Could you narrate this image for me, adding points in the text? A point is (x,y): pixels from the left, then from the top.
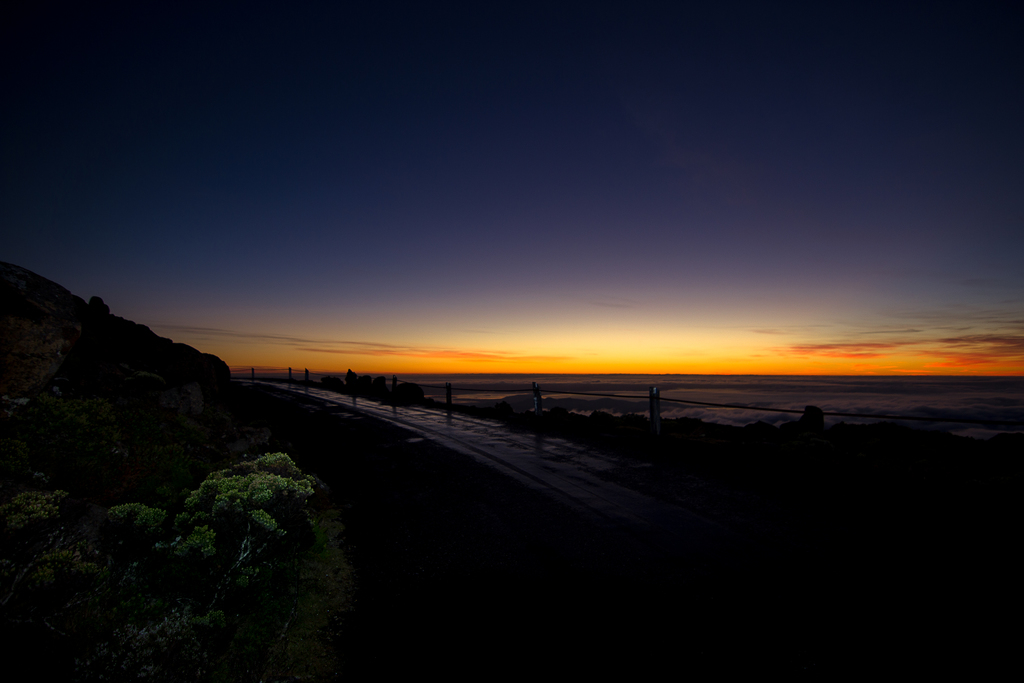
On the left side of the image (137,470) there are some trees (120,443) and plants (194,533). In the middle of the image (392,407) there is a road (581,447). On the right side (786,397) there are clouds (872,402). In the background (464,190) there is a sky (752,199).
